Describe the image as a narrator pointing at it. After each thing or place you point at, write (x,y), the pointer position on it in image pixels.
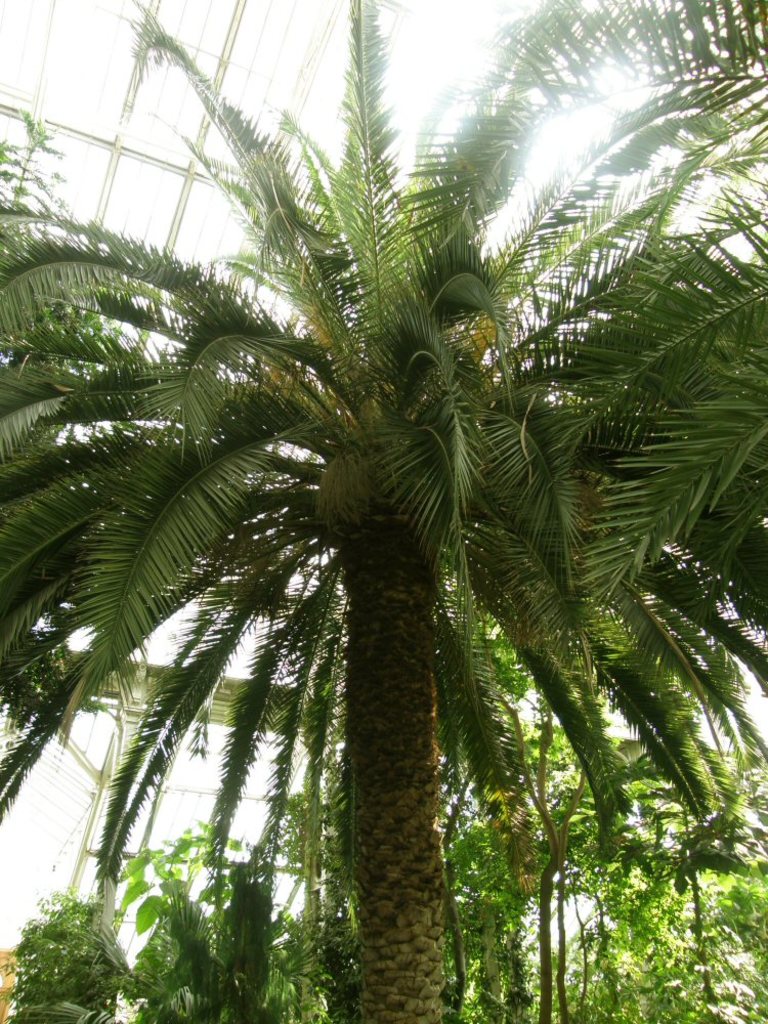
In this image we can see plants (59,1016), trees (349,233), and a glass roof (73,36).
